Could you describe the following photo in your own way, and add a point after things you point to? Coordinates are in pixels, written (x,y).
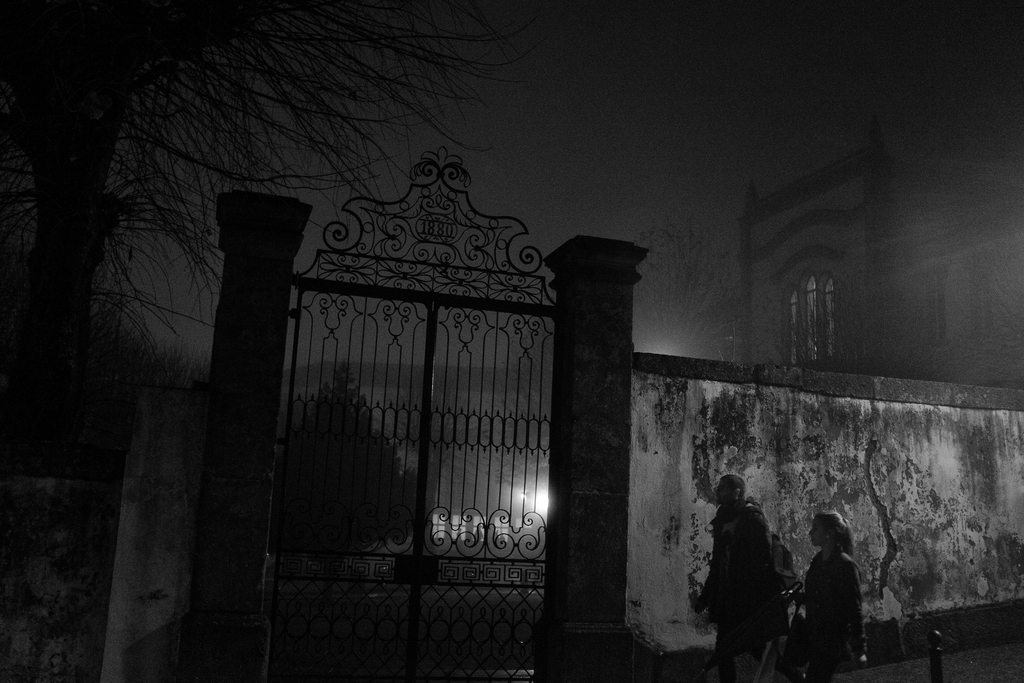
It is a black and white picture. On the right side of the image (812,607) we can see two persons (771,594) are walking and holding some objects (761,623). And the man (749,541) is wearing a backpack (772,554). In the background (534,113) we can see the sky (575,86), trees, one building (851,251), light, gate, compound wall (653,499) etc.
